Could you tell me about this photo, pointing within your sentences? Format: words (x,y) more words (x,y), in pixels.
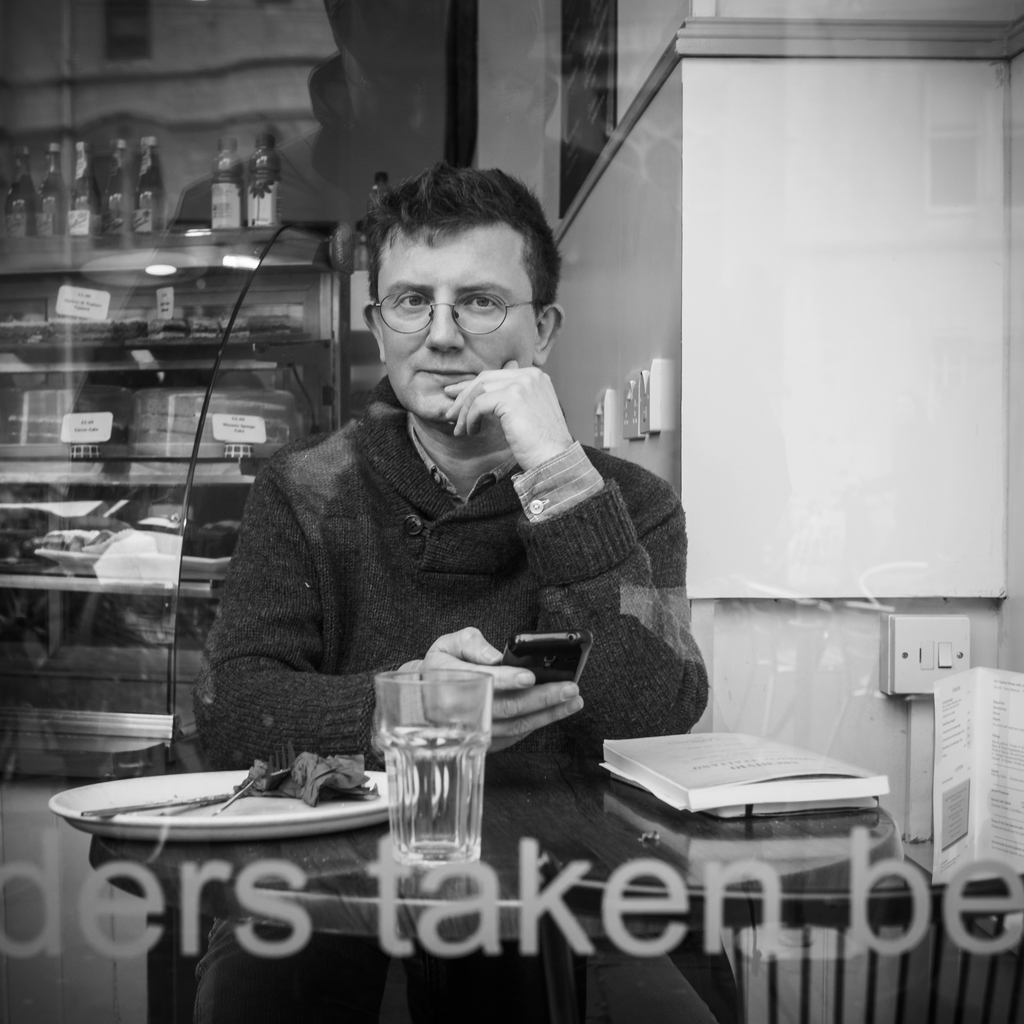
This is a black and white image where we can see a person (522,604) sitting in-front of table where we can see there is a plate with napkin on it beside that there is a glass (474,771) and book (820,799), behind the man (256,705) there is a rack (70,579) with so many things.
